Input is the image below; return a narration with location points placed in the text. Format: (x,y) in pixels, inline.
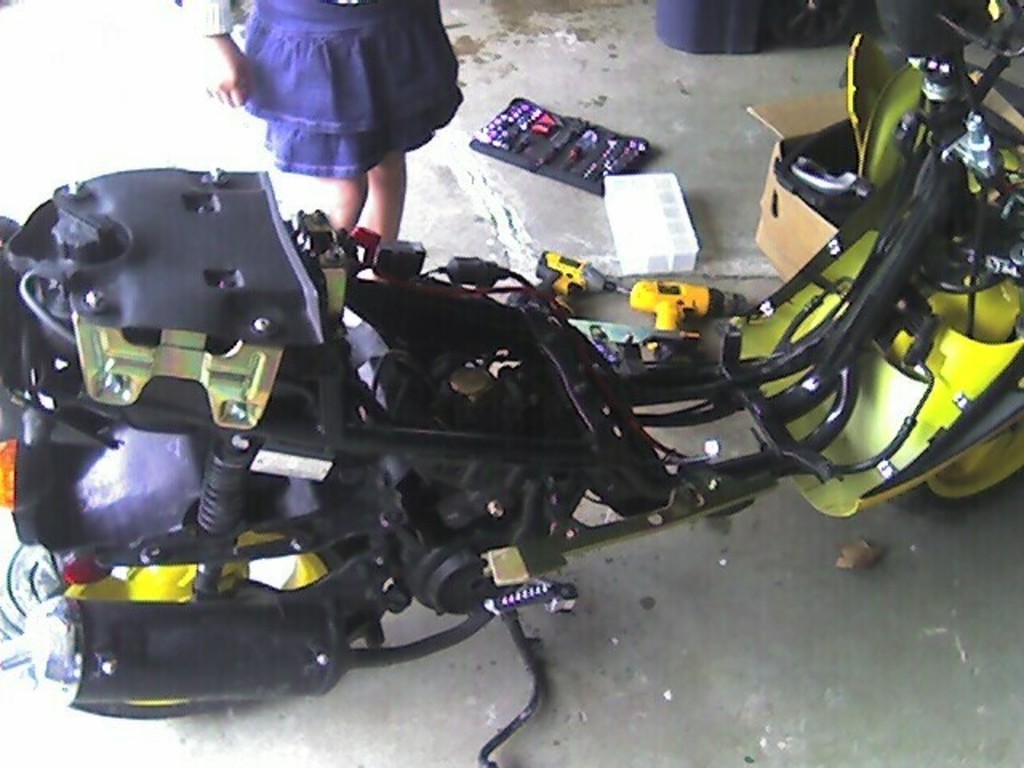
In this picture we can see a motorcycle (493,486) on the ground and in the background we can see a person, box (781,218), device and some objects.
